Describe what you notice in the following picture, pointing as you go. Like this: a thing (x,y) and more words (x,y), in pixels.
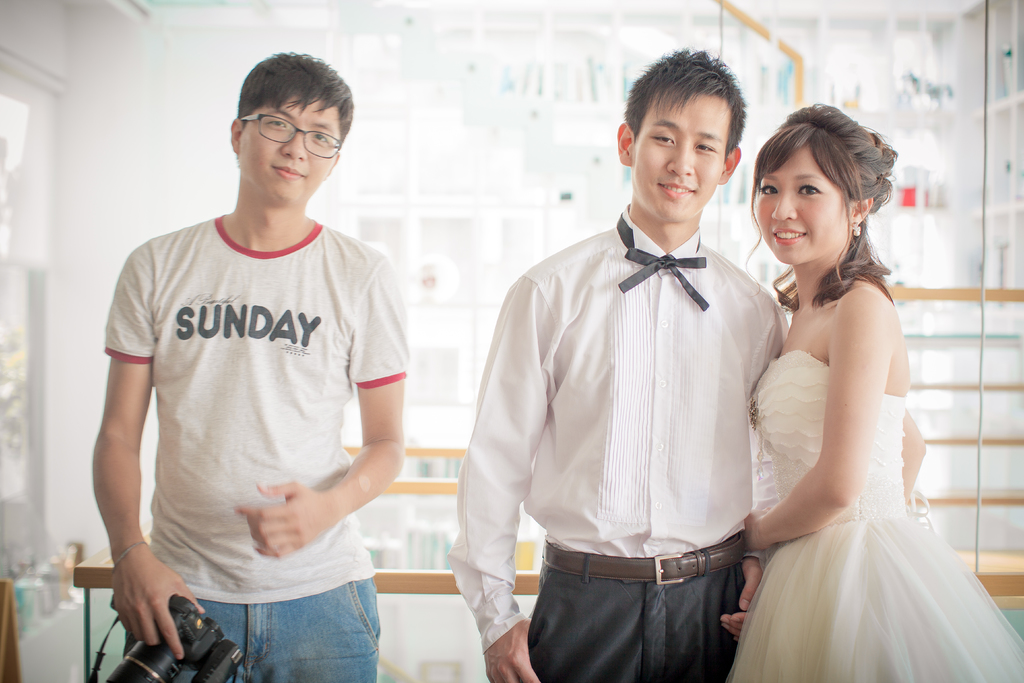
In this picture there is a man (255,571) standing and holding the camera (171,651) and there is a man (491,520) with white shirt (614,443) is standing and smiling and there is a woman (868,502) with white dress (868,476) is standing and smiling. At the back (604,93) there are objects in the cupboard (890,117) and there is a table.
